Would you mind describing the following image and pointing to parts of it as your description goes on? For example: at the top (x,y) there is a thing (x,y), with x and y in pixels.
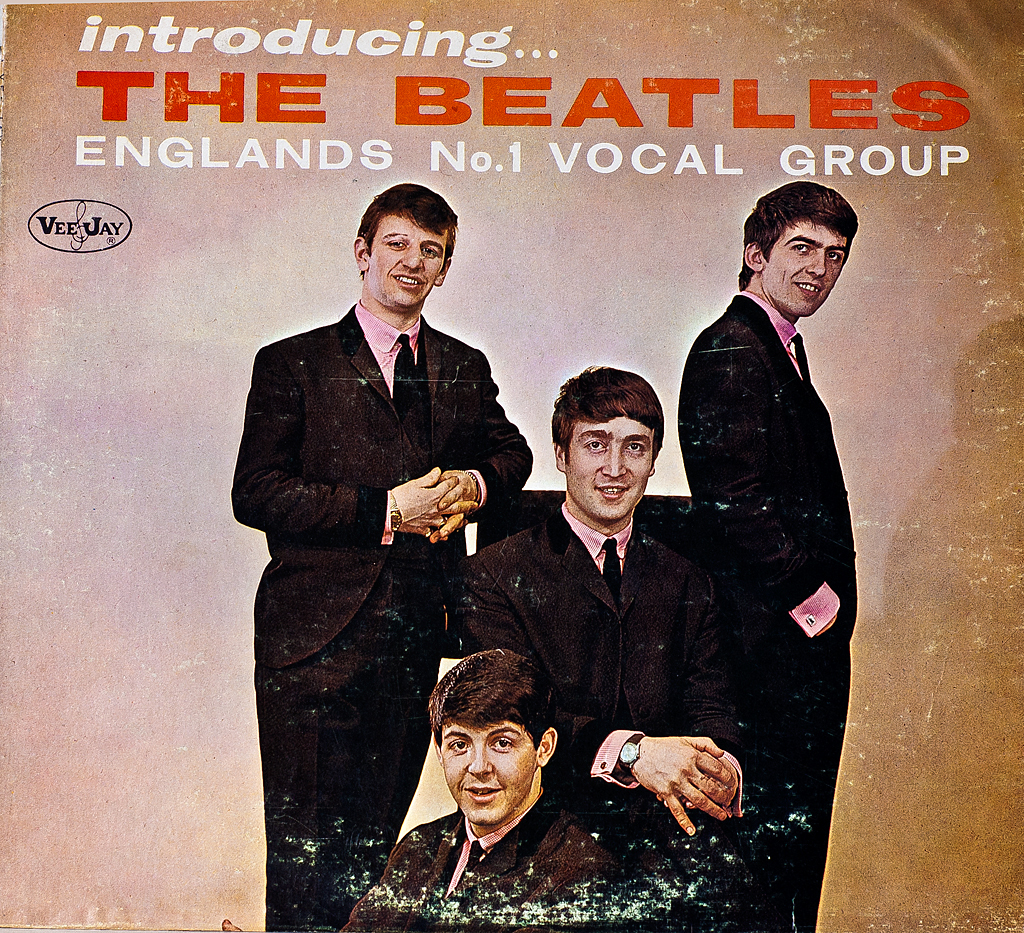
It is a poster. In this image, we can see four people (298,695). They are watching and smiling. Here a person (635,666) is sitting on the chair (676,522). Top of the image (146,75), we can see some text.
